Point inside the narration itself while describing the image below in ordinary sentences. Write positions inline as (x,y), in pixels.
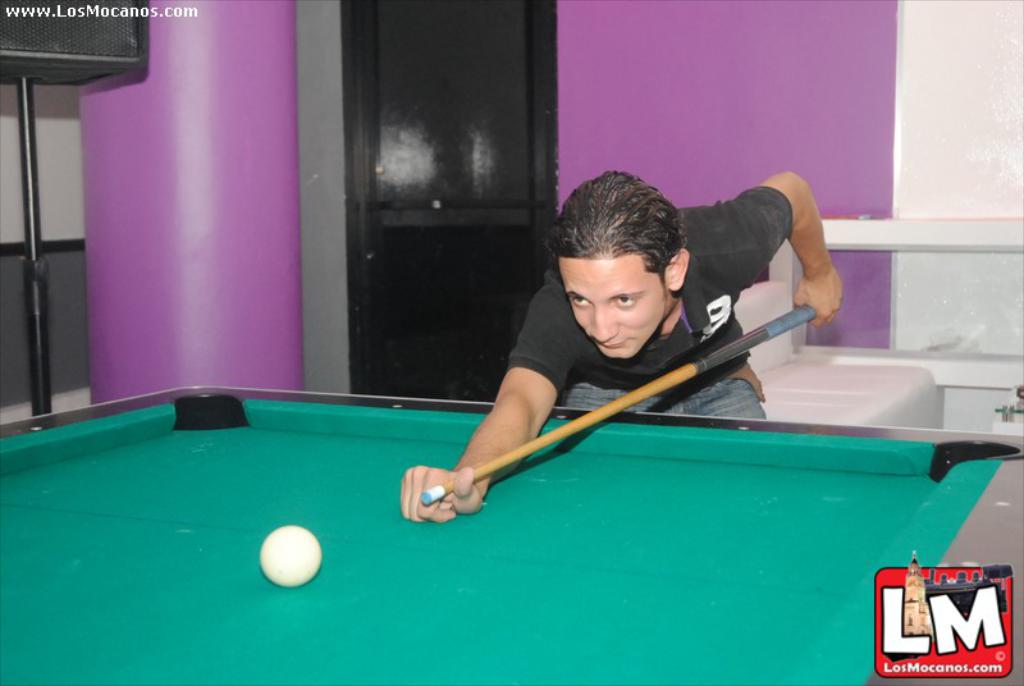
In this image I can see a man (612,318) is playing the billiards game. He is looking at the ball (313,543). In the background (382,229) I can see a pillar (258,105) and a door (470,134). On the top left of the image (76,42) there is a speaker (51,68).
